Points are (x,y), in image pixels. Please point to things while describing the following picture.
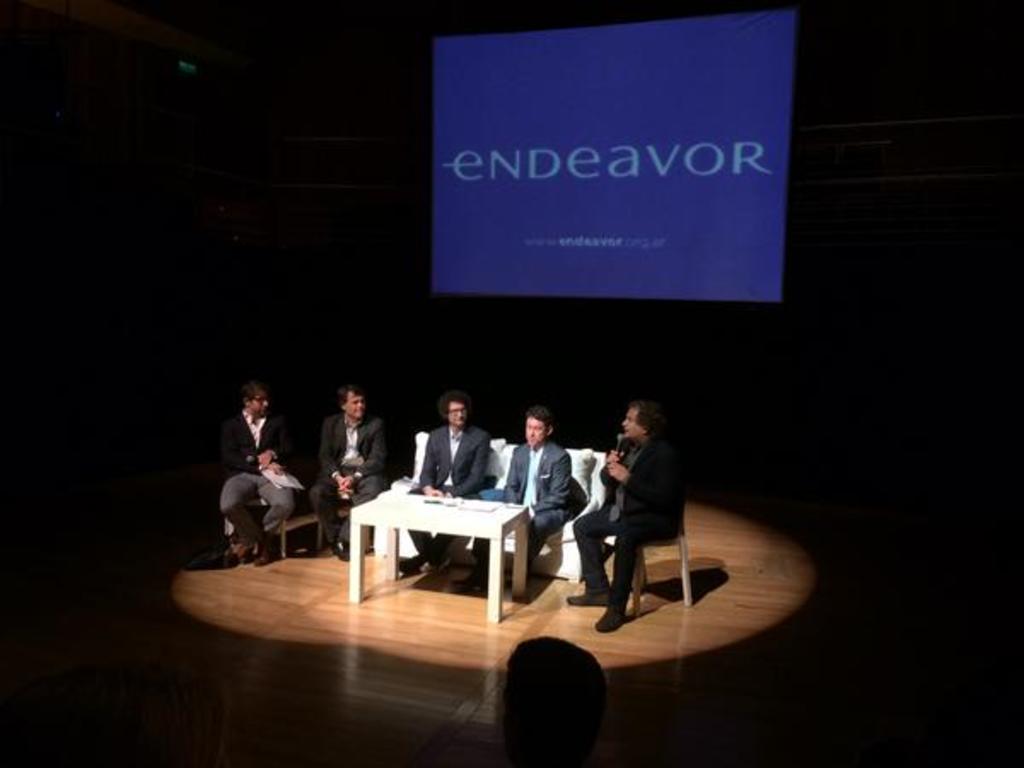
There are five persons (436,460) wearing suits (465,460), Two of them are sitting in a white sofa (495,455) and the remaining three (248,474) sat in chairs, The background (587,213) is blue in color and endeavor (666,168) written on it.
